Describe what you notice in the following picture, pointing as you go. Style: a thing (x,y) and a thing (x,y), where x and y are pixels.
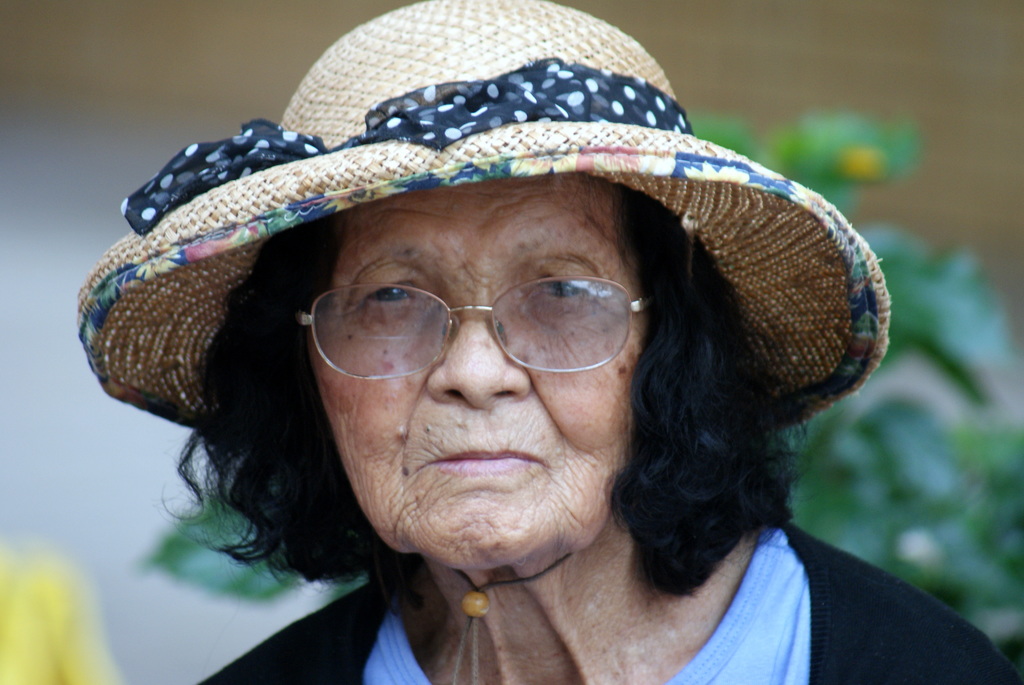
In this picture there is an old lady (349,418) in the center of the image (629,382) and there is a plant (868,471) behind her.
